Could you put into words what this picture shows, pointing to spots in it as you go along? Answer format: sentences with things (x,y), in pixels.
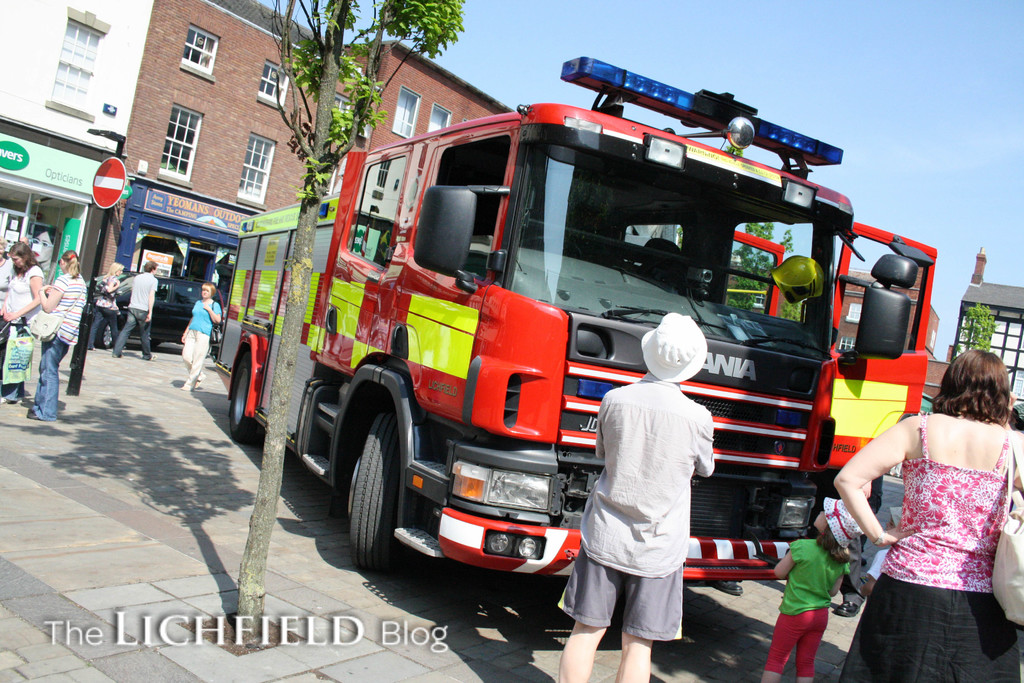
In this picture we can observe red color vehicle (488,318) parked on the floor (169,431). There are some people (70,328) standing around this vehicle (617,235). We can observe a tree (303,191) here. In the background (208,83) we can observe white and brown color building (186,101). There are white color words (213,633) on the picture. In the background (591,53) there is a sky (665,38).
